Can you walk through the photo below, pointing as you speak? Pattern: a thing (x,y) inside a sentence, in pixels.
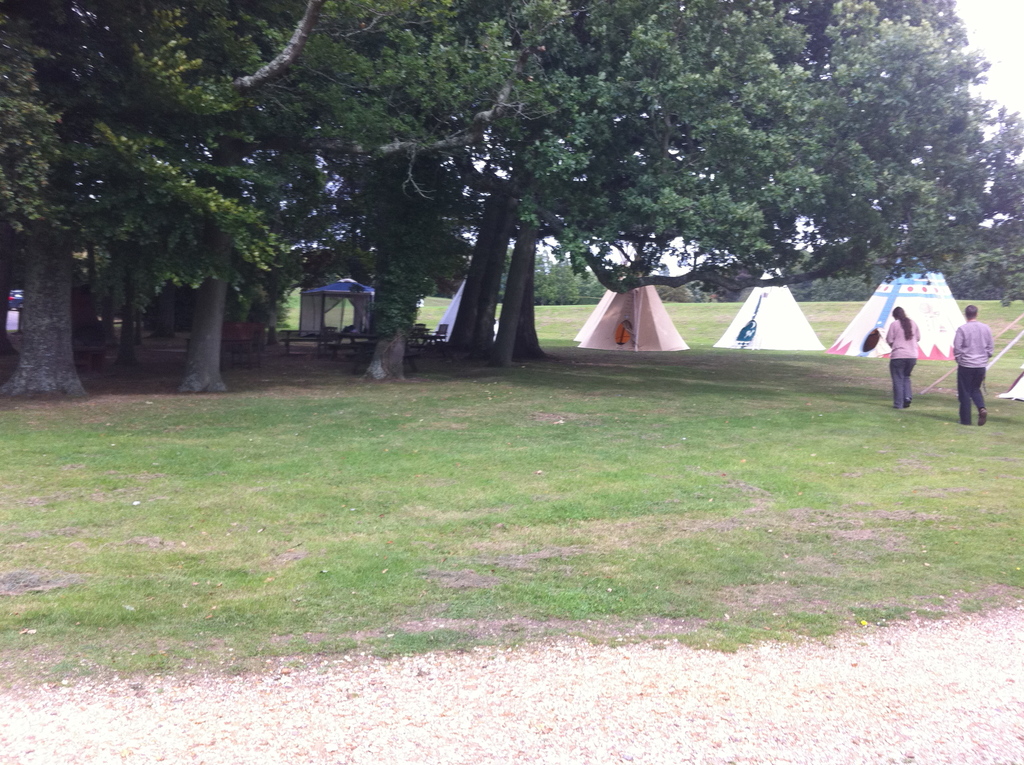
Here in this picture, on the right side (894,391) we can see a man (962,365) and a woman (912,366) walking on the ground (874,377), which is fully covered with grass (836,437) and in front of them we can see number of tents (674,332) present and we can also see plants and trees (344,204) present on the ground (694,310).
